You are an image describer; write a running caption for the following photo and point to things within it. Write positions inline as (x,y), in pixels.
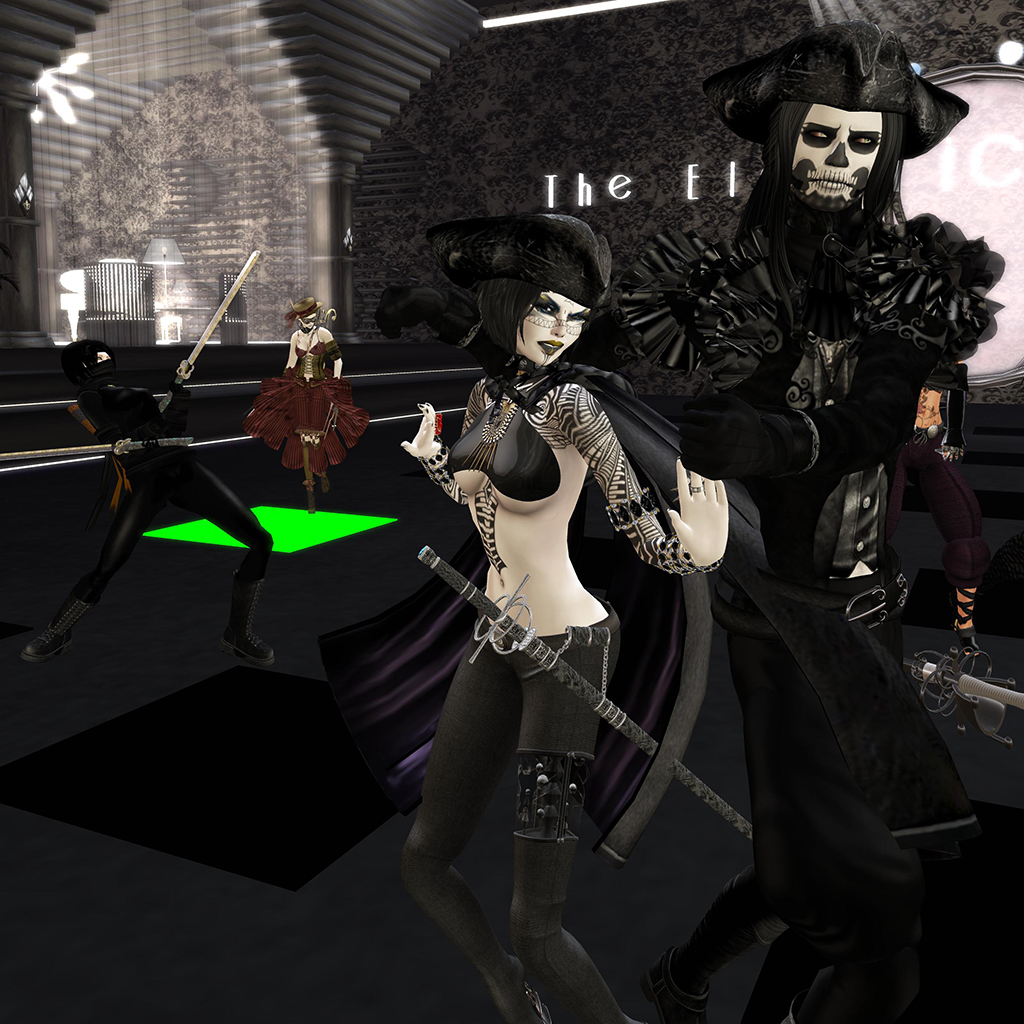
This is an animated image. In this picture, we see a woman (471,711) standing in front of the picture. She has a sword (742,820). Behind her, the man (849,480) in the black dress (831,530) is standing. Behind her, the man (150,489) in black shirt (141,431) is fighting with the sword (187,444). In the background (224,218), we see a wall (454,131) in black color.
